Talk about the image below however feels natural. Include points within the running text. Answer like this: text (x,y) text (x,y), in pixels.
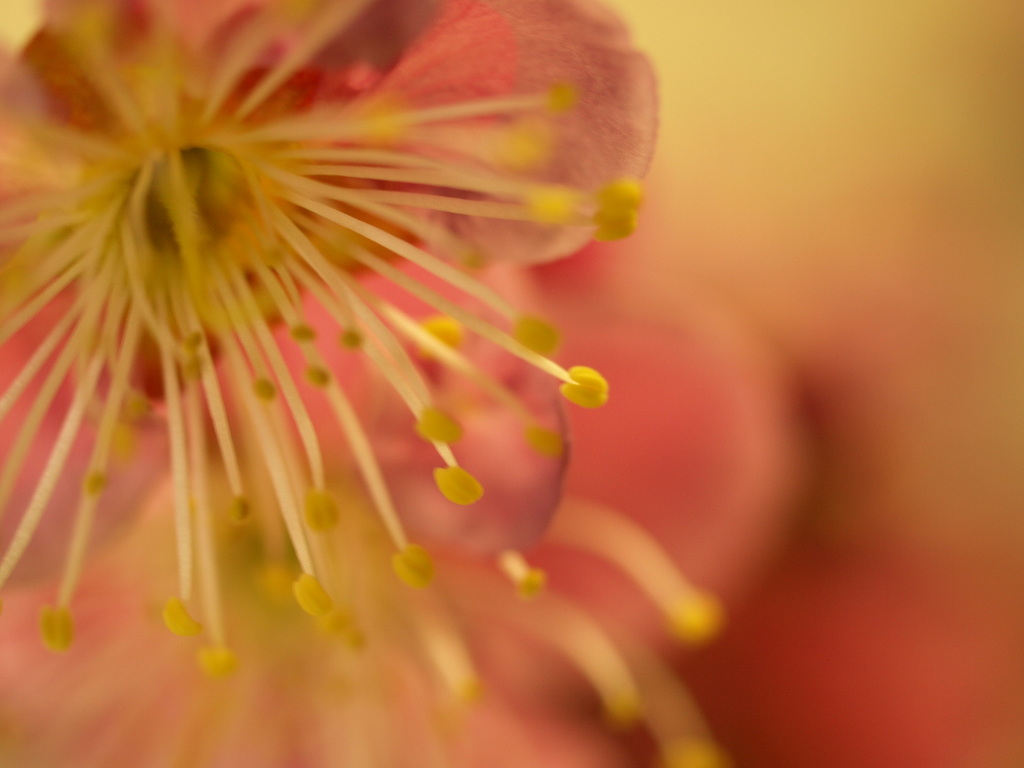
In the center of the image (600,296), we can see a flower (493,297) and the background (757,200) is blurry.
